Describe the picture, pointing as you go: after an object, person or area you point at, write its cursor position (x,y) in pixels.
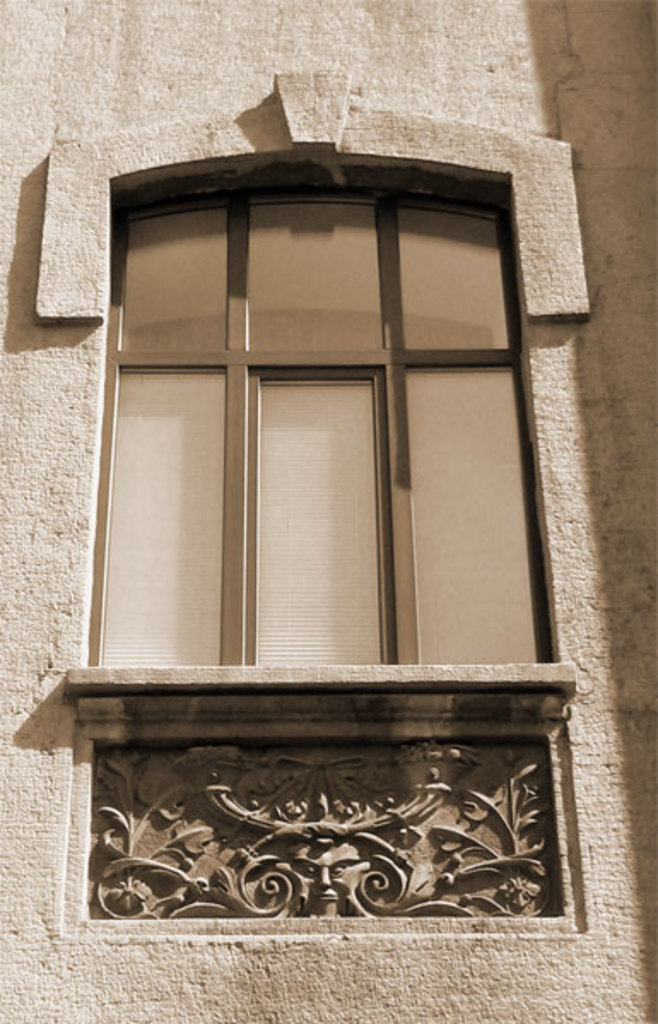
There is a zoom in picture of a window (361,431) of a building (280,693) as we can see in the middle of this image (291,523).
